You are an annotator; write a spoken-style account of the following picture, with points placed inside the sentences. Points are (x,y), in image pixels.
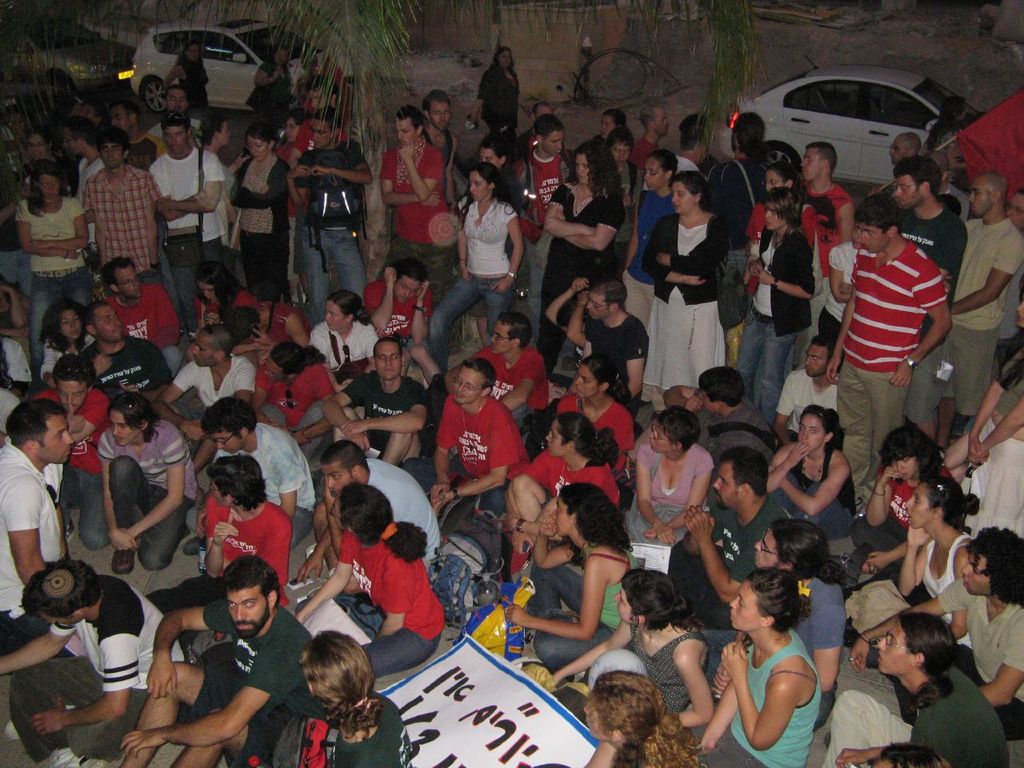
In the image there are few people (529,465) sitting on the ground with the posters (515,734) and bags (470,554). Behind them there are few people (594,243) standing. And in the background (223,60) to the top of the image (213,49) there are cars (166,58) and few people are walking. And also there are leaves (736,57).
